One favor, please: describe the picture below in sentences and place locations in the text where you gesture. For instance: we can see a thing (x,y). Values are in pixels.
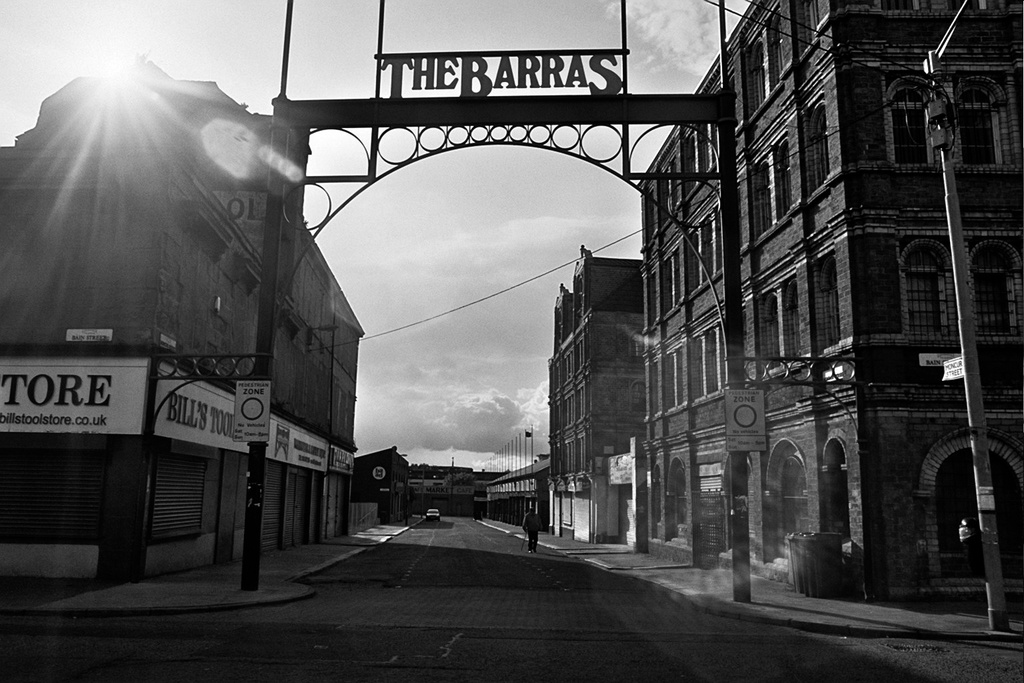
In this image there are buildings (621,502) and there are boards (213,440) with some text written on it and the sky (469,252) is cloudy. In the center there is a car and there is a person (536,530). On the right side (981,396) there is a pole (990,541).
